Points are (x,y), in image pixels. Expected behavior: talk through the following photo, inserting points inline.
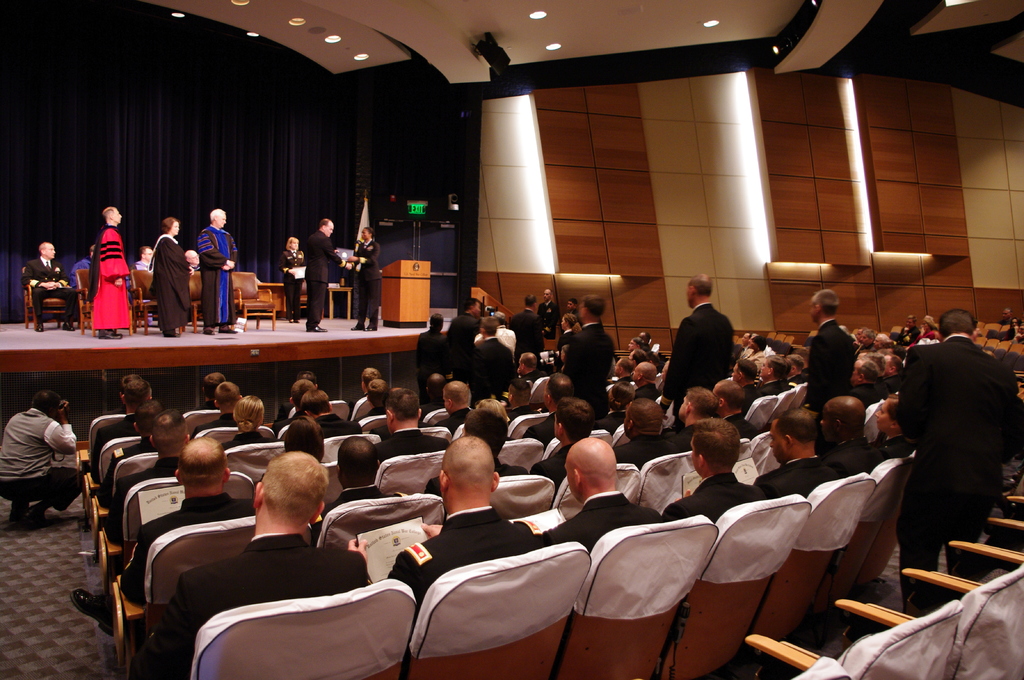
This picture is taken inside the auditorium (207,68). In this image we can see that there is a stage (125,335) in the middle (354,337). On the stage (48,338) there are so many people (145,260) who are sitting while some people (184,266) are standing. In the middle (367,268) there is a person (330,248) who is shaking the hands (354,261) with another person (361,257). Beside them there is a podium (386,281). At the bottom (584,469) there are so many people (443,539) sitting in the chairs (537,585). At the top (540,50) there is ceiling (584,26) with the lights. On the left side (43,450) bottom there is a person (28,438) taking the pictures with the camera (62,406). There are few people (527,323) walking in the middle of the auditorium (560,286). There is an exit board (408,215) on the back wall (427,177).
